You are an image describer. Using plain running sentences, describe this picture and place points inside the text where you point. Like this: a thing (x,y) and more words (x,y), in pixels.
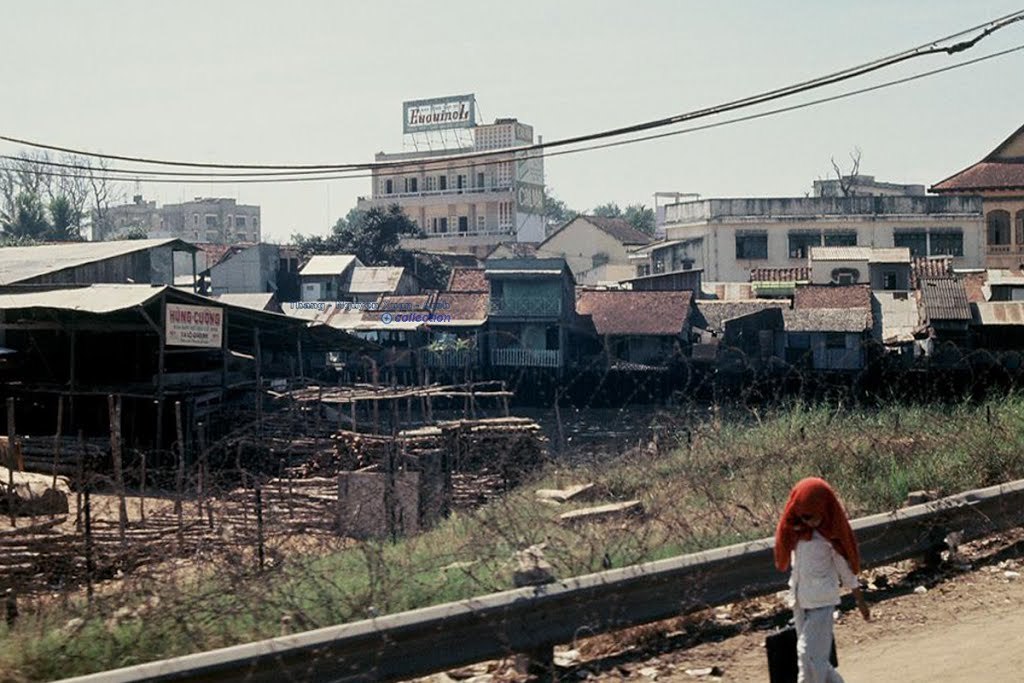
This is an outside view. On the right bottom of the image (794,585) I can see a person (822,580) holding a bag (784,643) in hand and walking on the road (913,642). Beside the road (950,638) I can see the plants (870,459) and grass (861,493). In the background (539,308) there are some buildings (342,288) and trees (27,232). On the top of the image (288,67) I can see the sky (248,58).
